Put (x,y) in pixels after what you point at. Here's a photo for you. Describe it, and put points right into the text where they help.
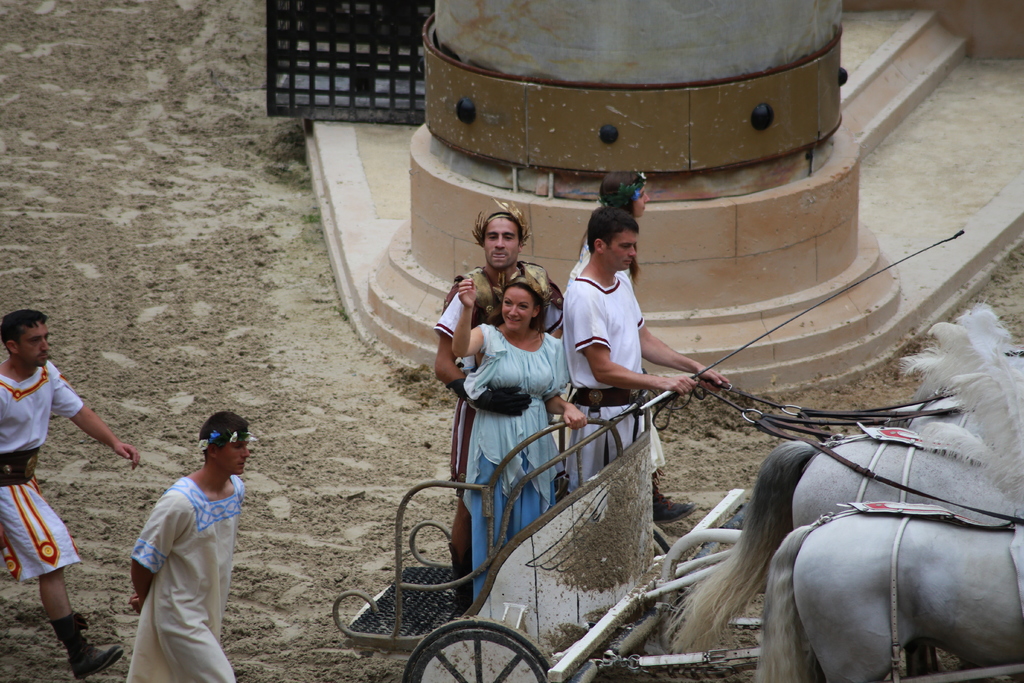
In this picture we can see four people (540,304) travelling on a horse cart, on the left side of the image (17,425) we can see two people (22,468) walking, in the background (362,87) there is a gate (352,79) and we can also see some stairs (377,338) here.
